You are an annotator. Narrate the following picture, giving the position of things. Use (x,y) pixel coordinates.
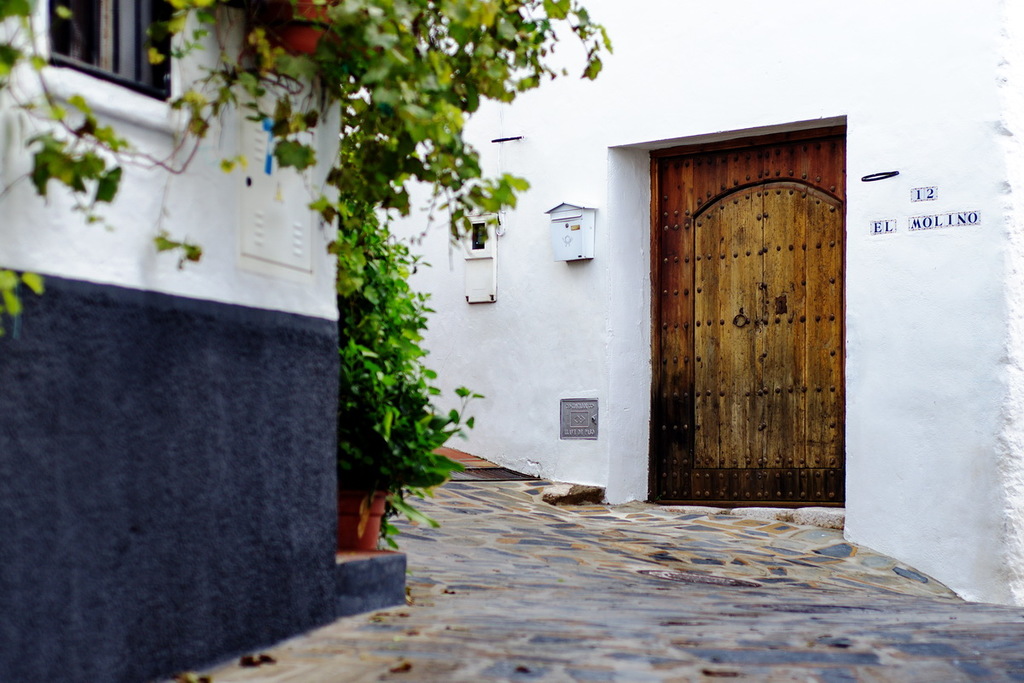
On the left side of the image (104,271) there is a wall (115,254) with a window (99,30) and creepers (387,240). And on the right side of the image (893,152) there is a wall (928,446) with a door (705,349), name plates (924,221), letterbox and some other things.
